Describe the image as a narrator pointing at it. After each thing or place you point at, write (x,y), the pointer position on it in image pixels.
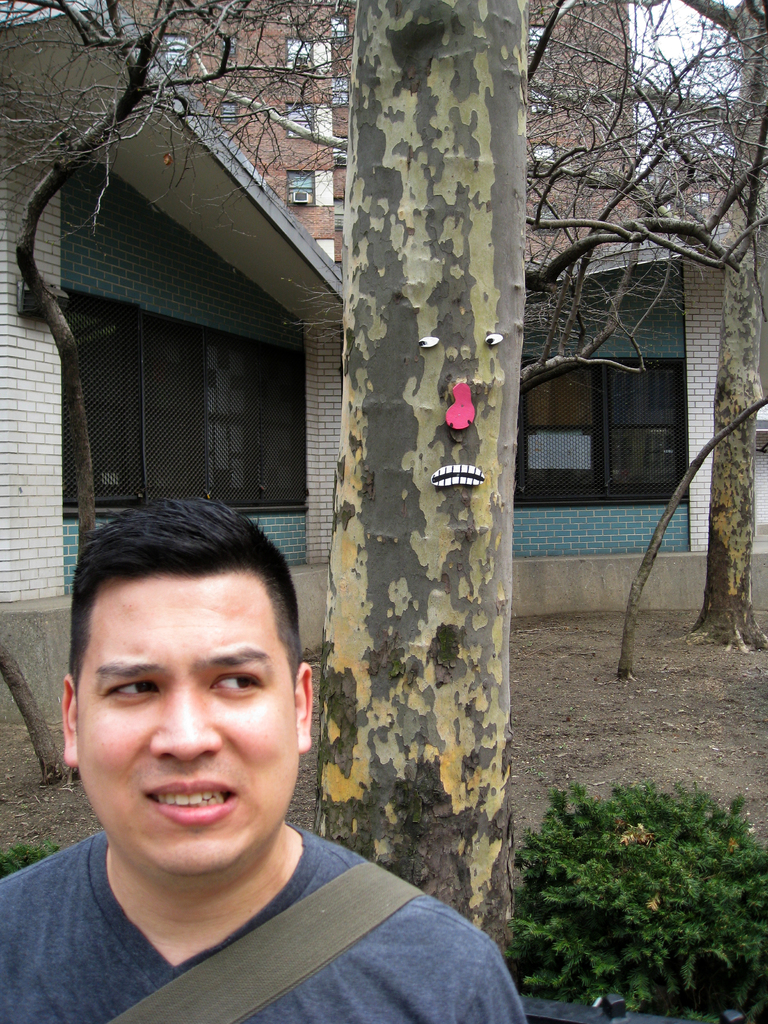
In this image we can see a person (277,864) wearing a dress (366,944). In the center of the image (422,513) we can see a tree (422,444). In the background (647,506), we can see buildings (606,400) with windows (141,410), a group of trees (721,362) and the sky (649,62).
